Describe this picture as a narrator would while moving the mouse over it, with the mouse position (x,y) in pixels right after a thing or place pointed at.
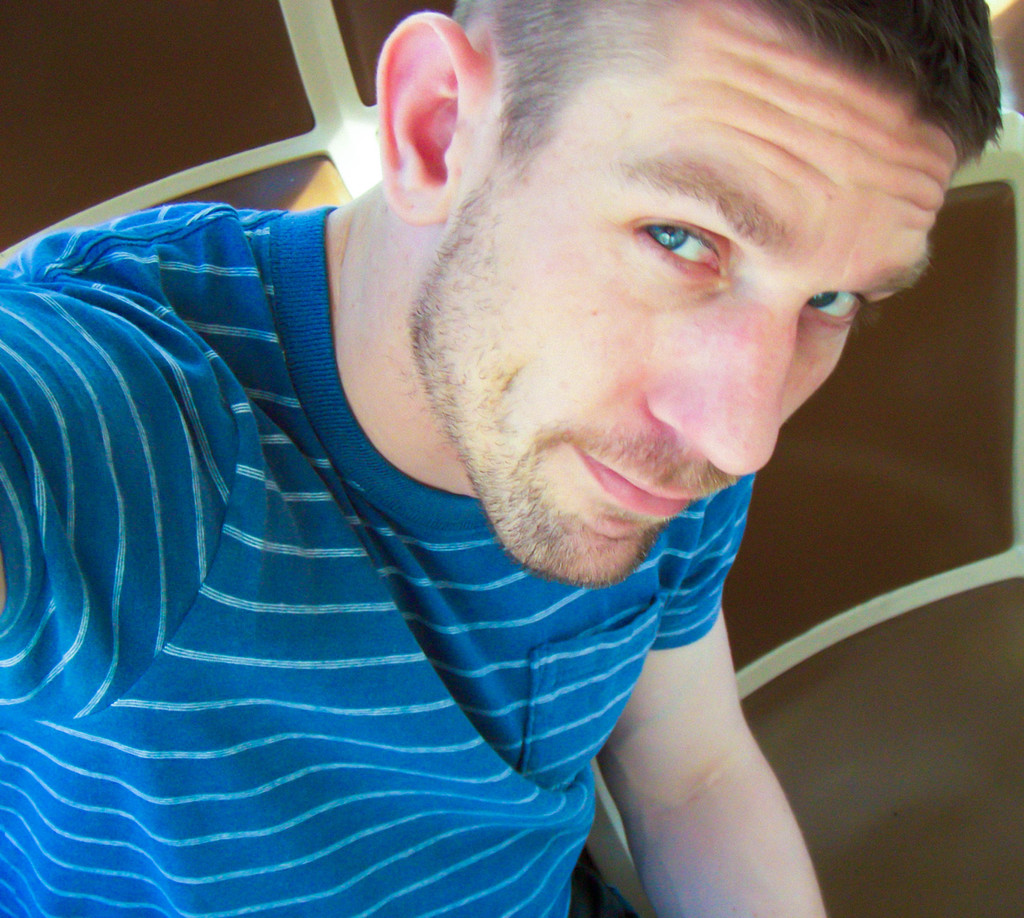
This picture shows a man (382,180) seated in the chair (773,510) and he wore a blue color t-shirt (648,602) and we see a another chair (938,701) on the side.
